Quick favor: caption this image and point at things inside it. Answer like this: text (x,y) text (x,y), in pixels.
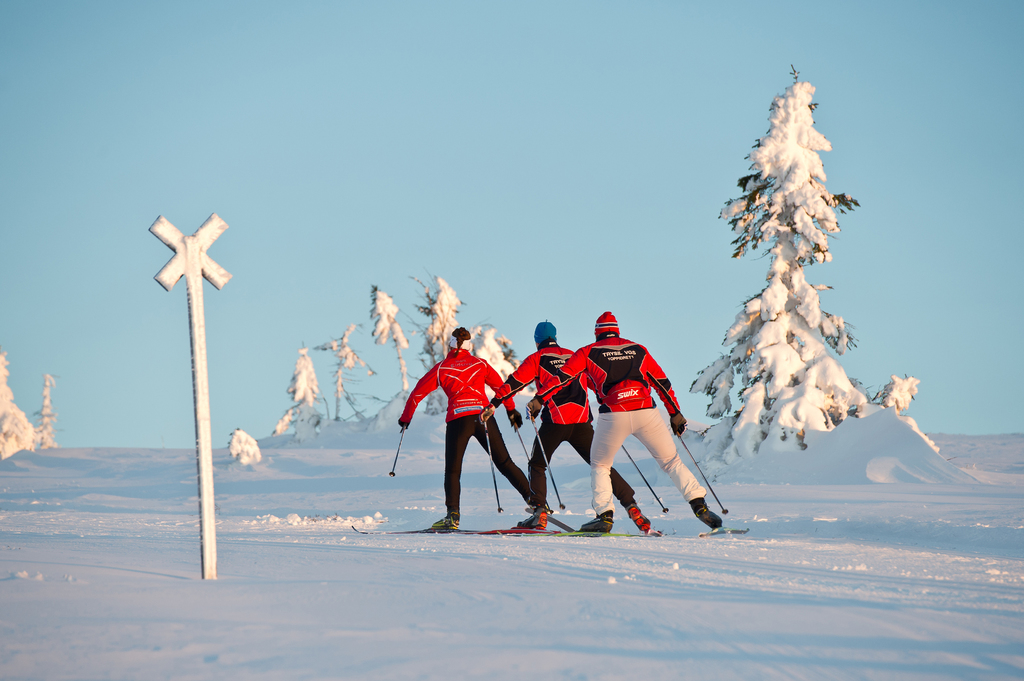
This picture shows three people (453,468) skiing on the snow (708,651) and we see tree (760,366) and few plants (4,368) and a pole (187,246). They wore caps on their heads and red color jackets (526,370) and we see a clear blue sky (597,98).
